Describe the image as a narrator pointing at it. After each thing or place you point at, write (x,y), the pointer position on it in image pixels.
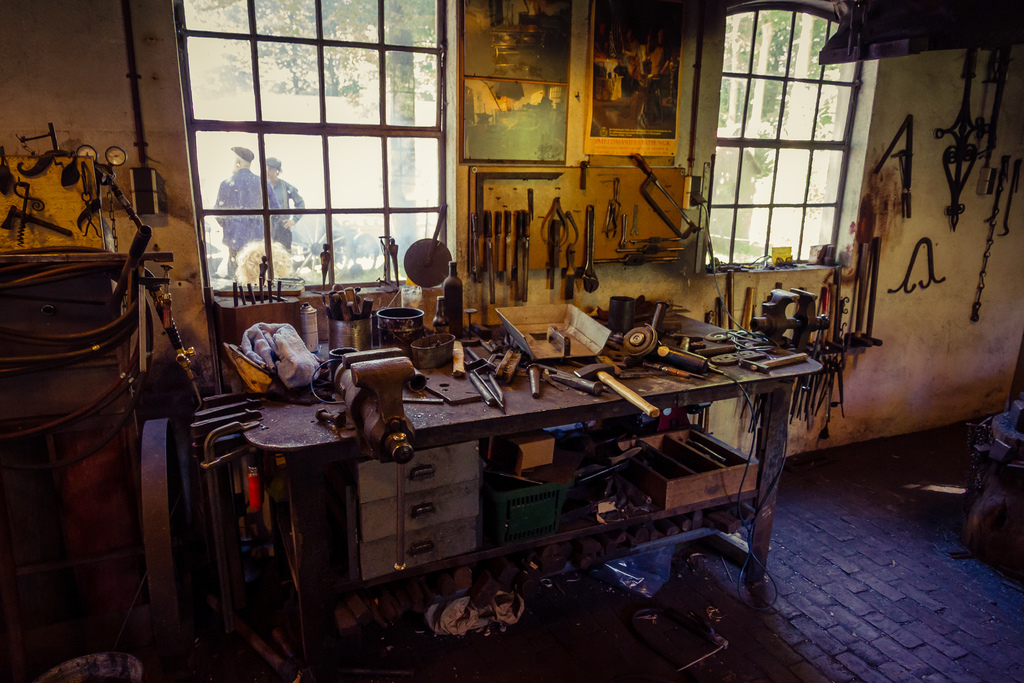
In this picture there is a table (669,402) in the center of the image (614,400) and there are tools (626,400) on the table (522,400) and hanged on the walls (726,312) and there are windows (811,124) at the top side of the image (782,40), there are trees (317,70) and men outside of the windows (313,229).
